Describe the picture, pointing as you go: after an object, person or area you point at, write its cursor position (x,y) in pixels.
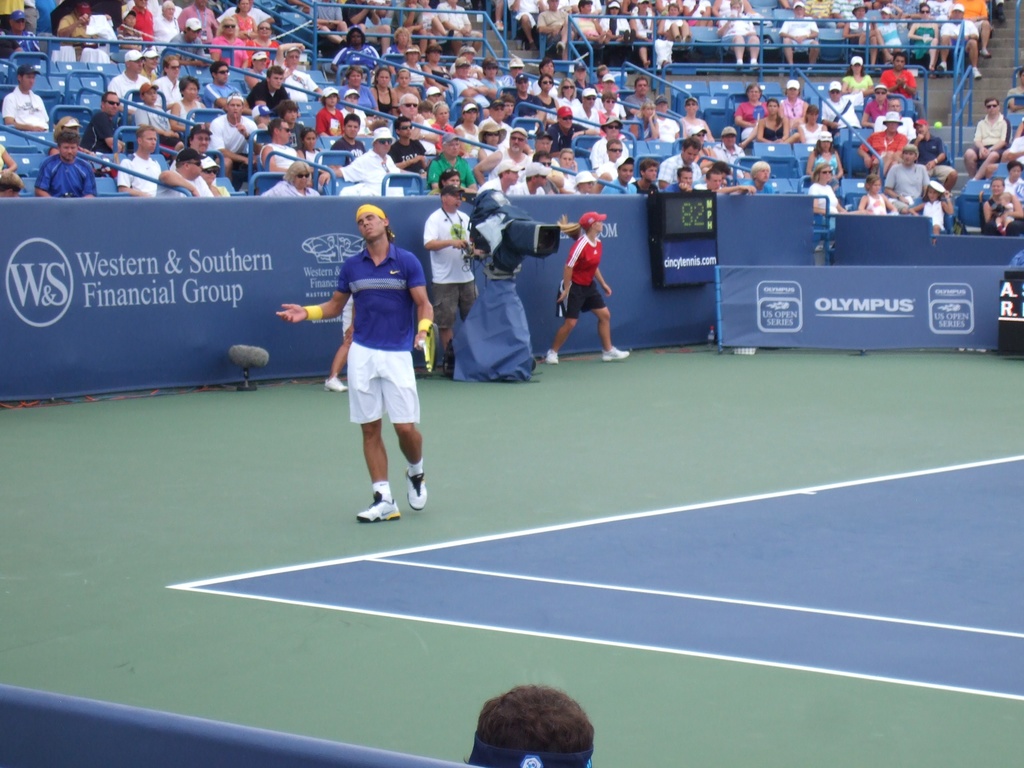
In this picture we can see persons (454,268) in a play area (402,498). Behind to the hoarding boards (871,310) we can see persons (569,86) sitting on chairs (859,143).
